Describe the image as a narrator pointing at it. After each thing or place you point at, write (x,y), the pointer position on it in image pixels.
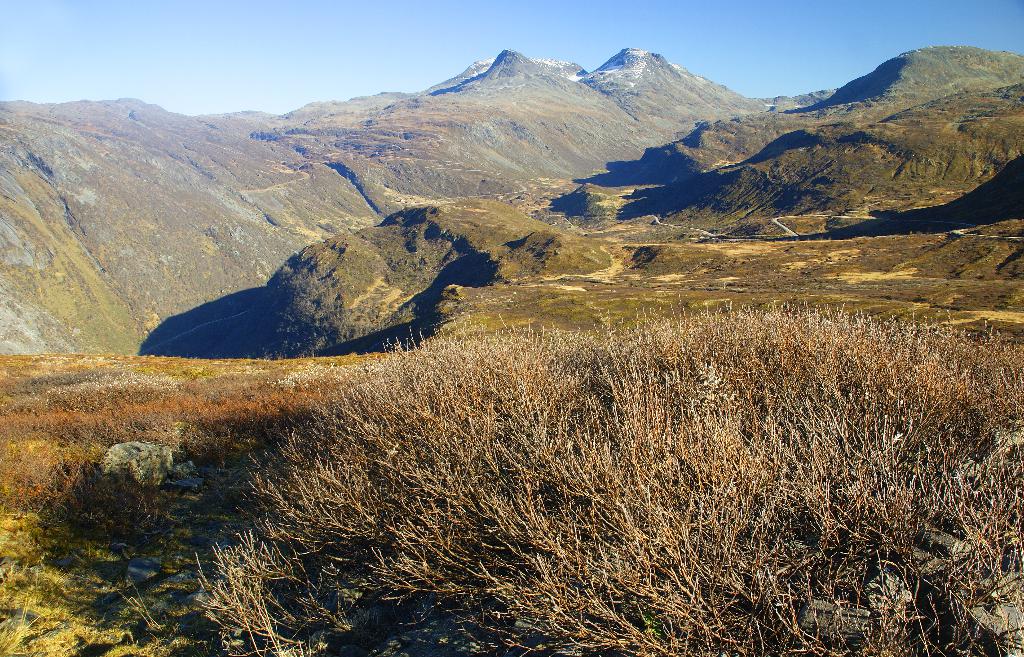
In the image I can see a place (631,399) where we have some mountains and also I can see some plants (589,568).
